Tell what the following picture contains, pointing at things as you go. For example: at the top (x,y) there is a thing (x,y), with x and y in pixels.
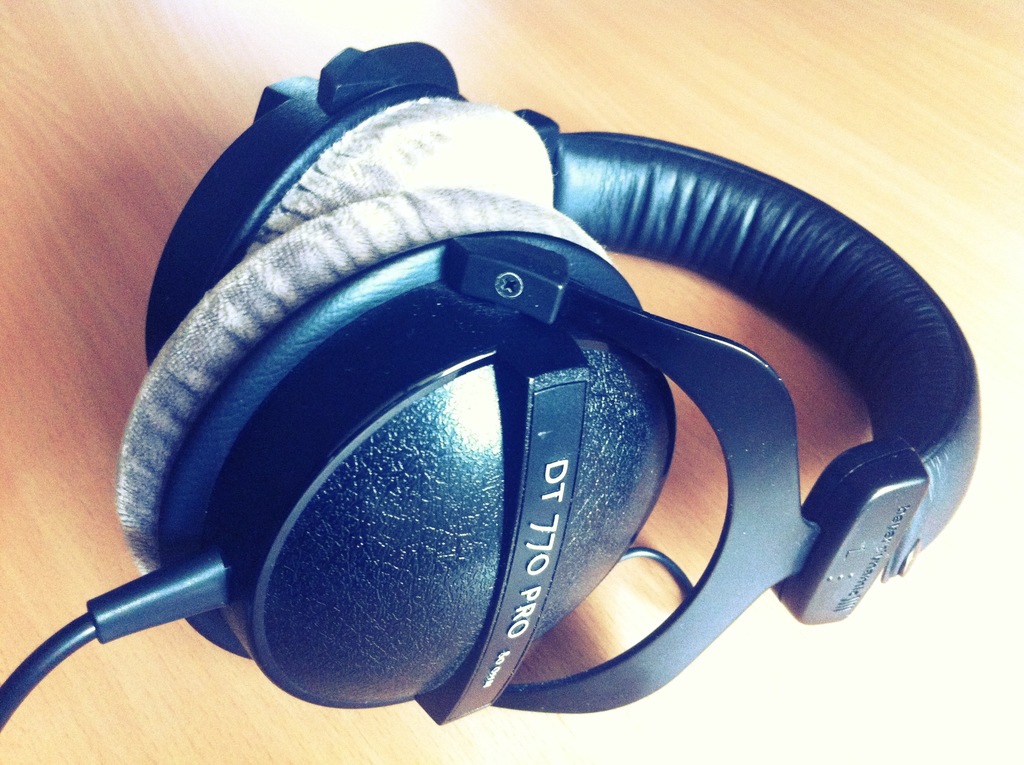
In the image there is a headphones (341,327) on a wooden table (113,190).
